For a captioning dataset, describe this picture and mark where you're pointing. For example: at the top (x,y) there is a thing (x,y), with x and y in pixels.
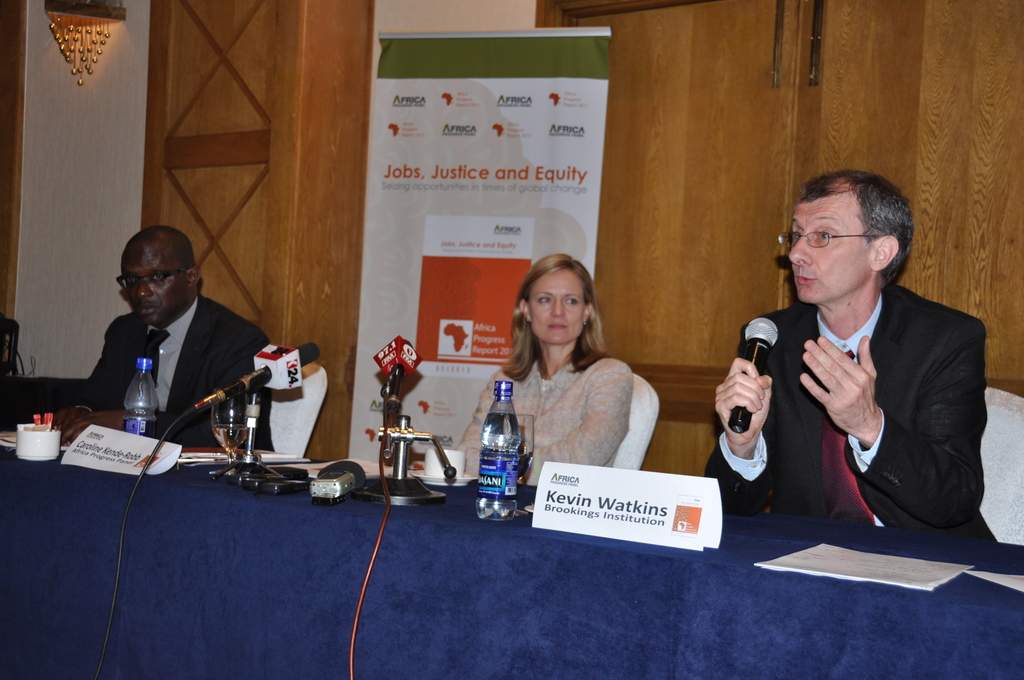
In this image there are three people (600,403) who are sitting on a chair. On the right side (815,349) the person (798,370) who is sitting and he is holding a mike (759,358) and he is talking in front of them there is one table (347,600) on the table (219,577) there are some papers (866,572), name plates (669,513), bottles (499,463), and mike's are there on the table (188,471). On the background (237,78) there are some wooden doors (710,97), and in the center (457,291) there is one board (431,199). On the left side of the top corner there is one object (56,28).
